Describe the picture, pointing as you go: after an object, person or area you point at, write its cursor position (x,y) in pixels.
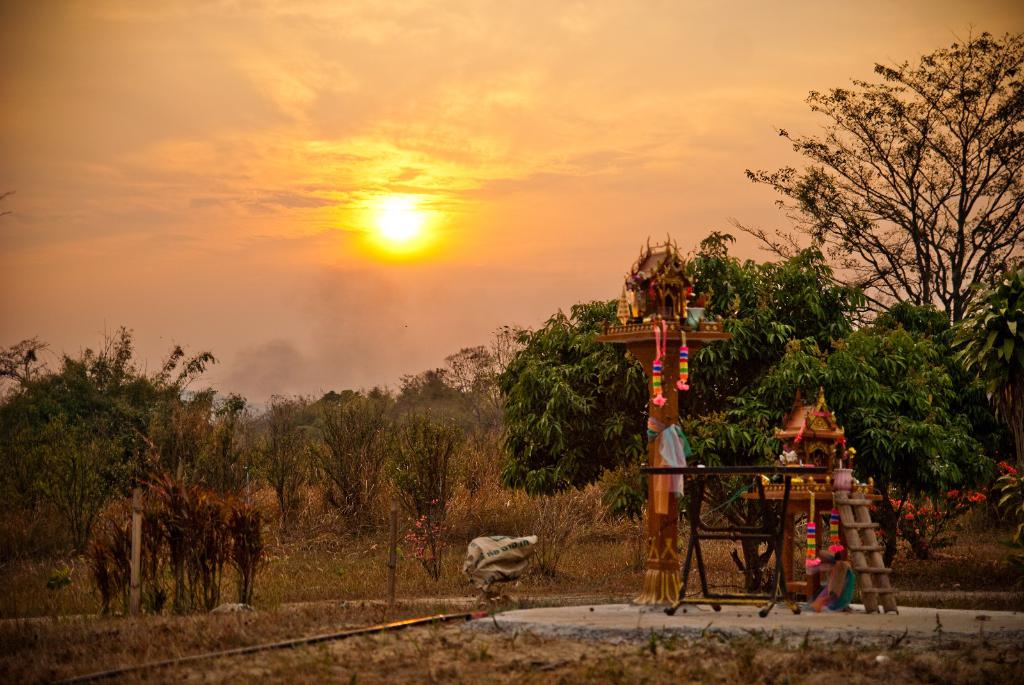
In this image we can see trees (728,266), pillar (676,386), ladder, plants (308,453) and we can also see the sky (210,135).
